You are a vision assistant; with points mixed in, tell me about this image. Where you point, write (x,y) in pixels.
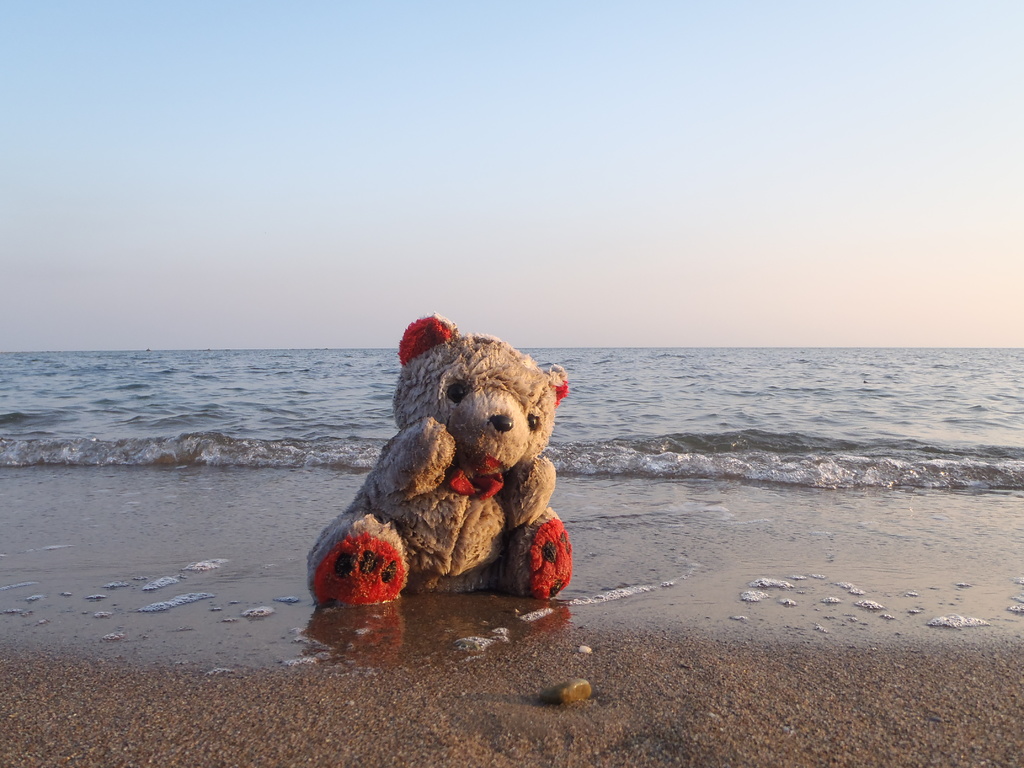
In this image I can see a teddy bear (406,502) which is in cream and red color. Background (858,427) I can see water (268,389), and sky (524,56) is in blue and white color.
